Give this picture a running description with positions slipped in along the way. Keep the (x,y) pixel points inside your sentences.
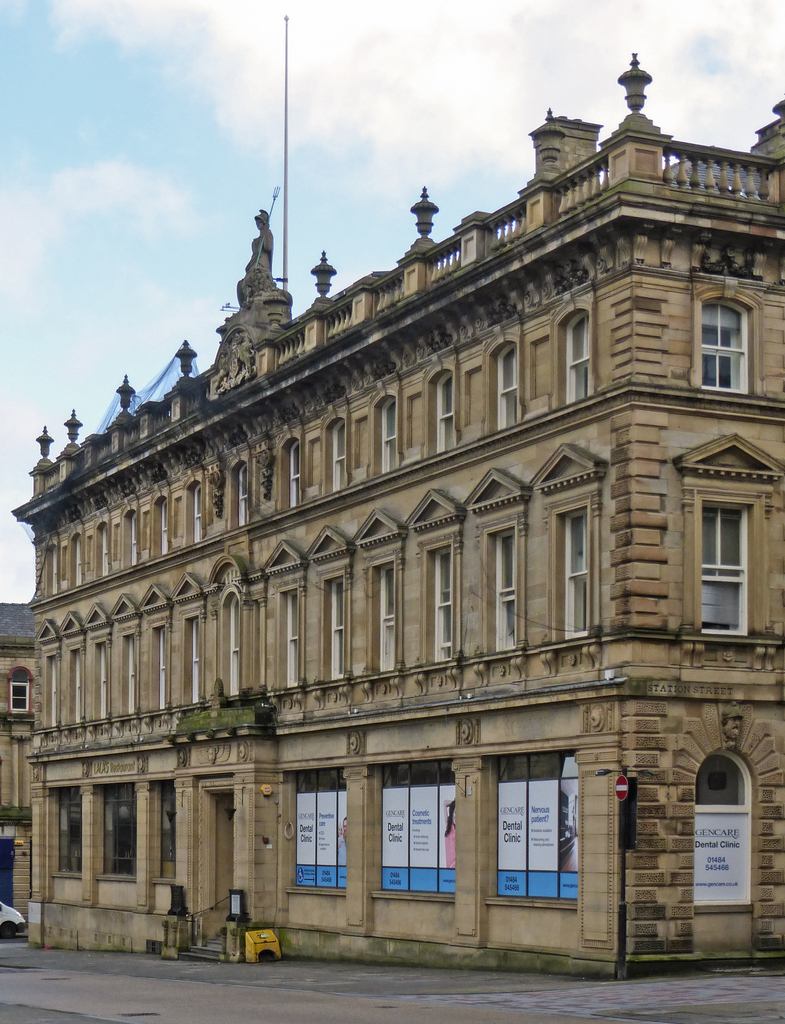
It's a big building (406,753), at the top (296,91) it is the blue color sky (250,87).
